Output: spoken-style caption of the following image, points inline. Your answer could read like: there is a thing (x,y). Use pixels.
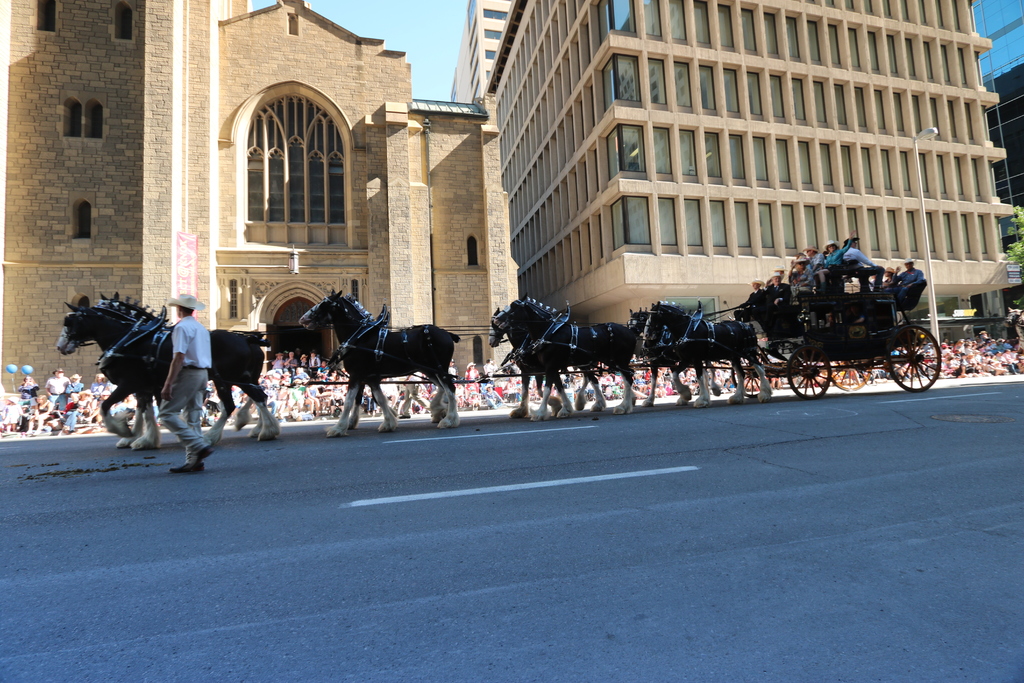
In this image we can see some horses (759,360) and there is a tonga (811,371) in which there are some persons (779,284) sitting and in the background of the image (370,393) there are some persons (102,399) sitting on ground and there are some buildings (463,91), clear sky (421,81).
